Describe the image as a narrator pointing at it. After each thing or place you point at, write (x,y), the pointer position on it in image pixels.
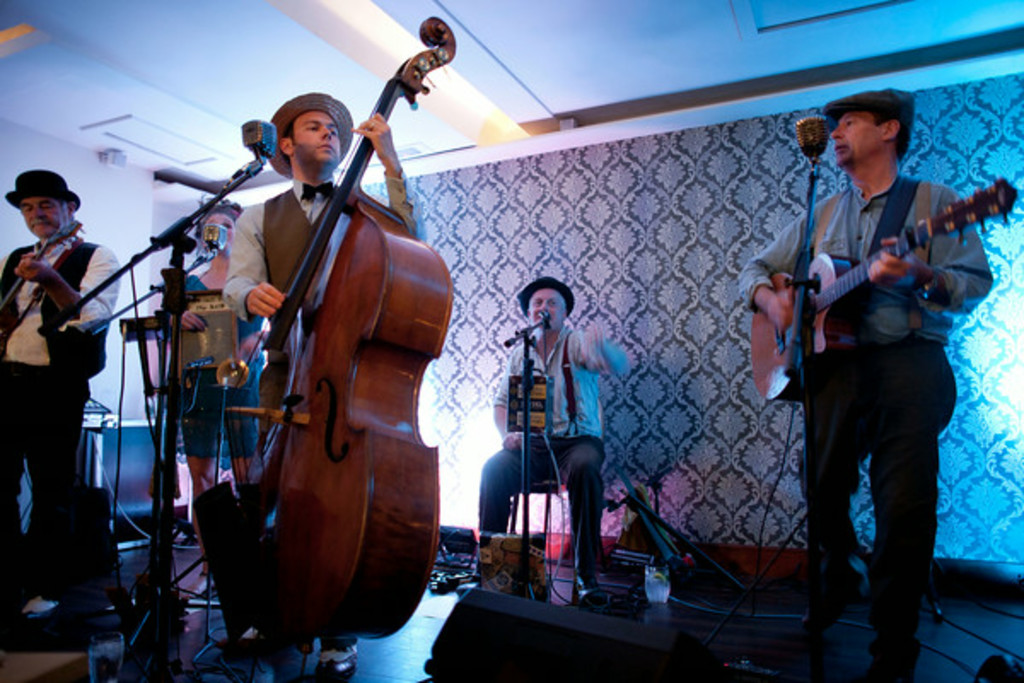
In this picture we can see five persons (569,425) on stage (374,673) where four are standing playing guitar (842,285) and double bass (347,310) and at back of them person (546,368) sitting on chair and singing on mic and woman (214,271) playing washboard (226,337) and in background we can see wall (607,285).
